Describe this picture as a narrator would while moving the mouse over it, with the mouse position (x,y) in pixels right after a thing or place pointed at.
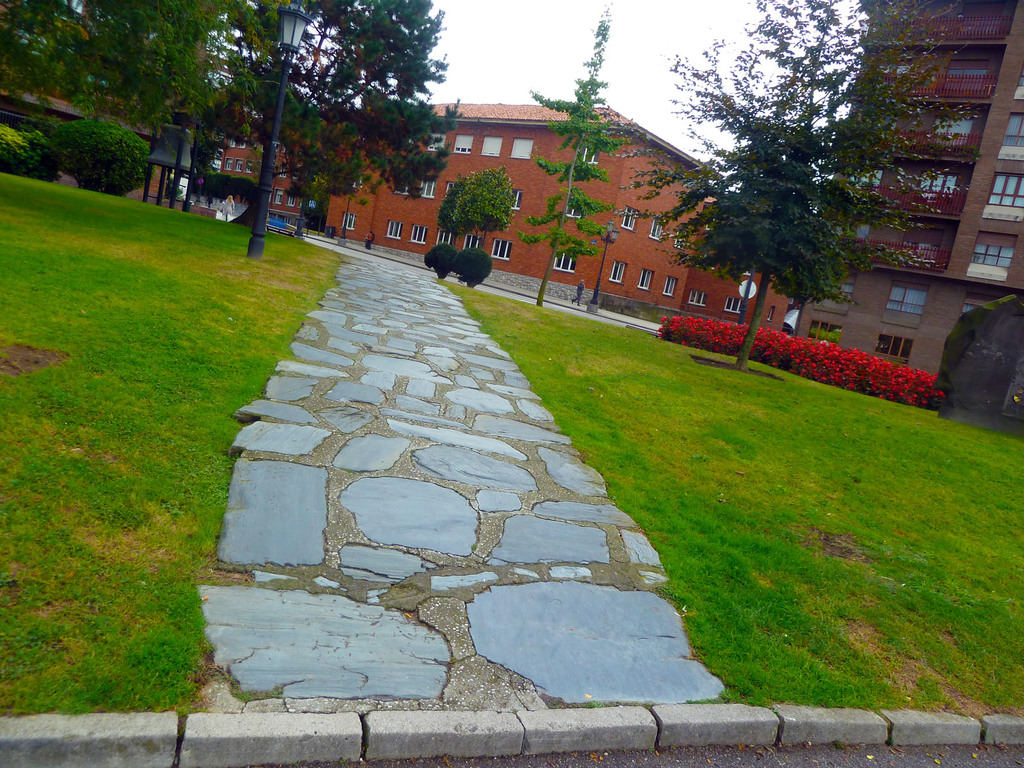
In this image at the bottom (127,601) there is grass (130,289) and walkway (315,546), and in the background (988,96) there are some trees (301,150), houses (956,282), poles (270,158) and some plants (218,187) and flowers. And at the top of the image (519,24) there is sky (532,21).
